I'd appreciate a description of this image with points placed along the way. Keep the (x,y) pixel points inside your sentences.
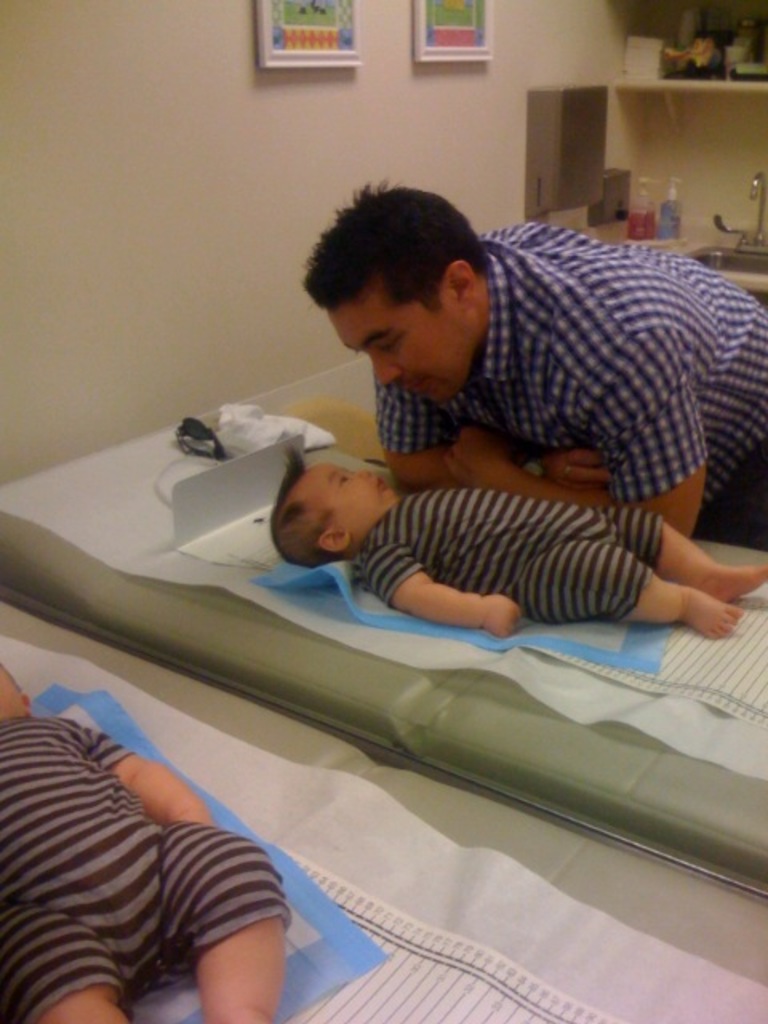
In this picture we can see a baby (338,520) lying on bed (652,1023), man (546,327), frames (484,13) on the wall (231,220) and in the background (748,66) we can see some objects (720,70) in racks (638,80), tap (753,184), sink (737,254), bottles (665,226).
